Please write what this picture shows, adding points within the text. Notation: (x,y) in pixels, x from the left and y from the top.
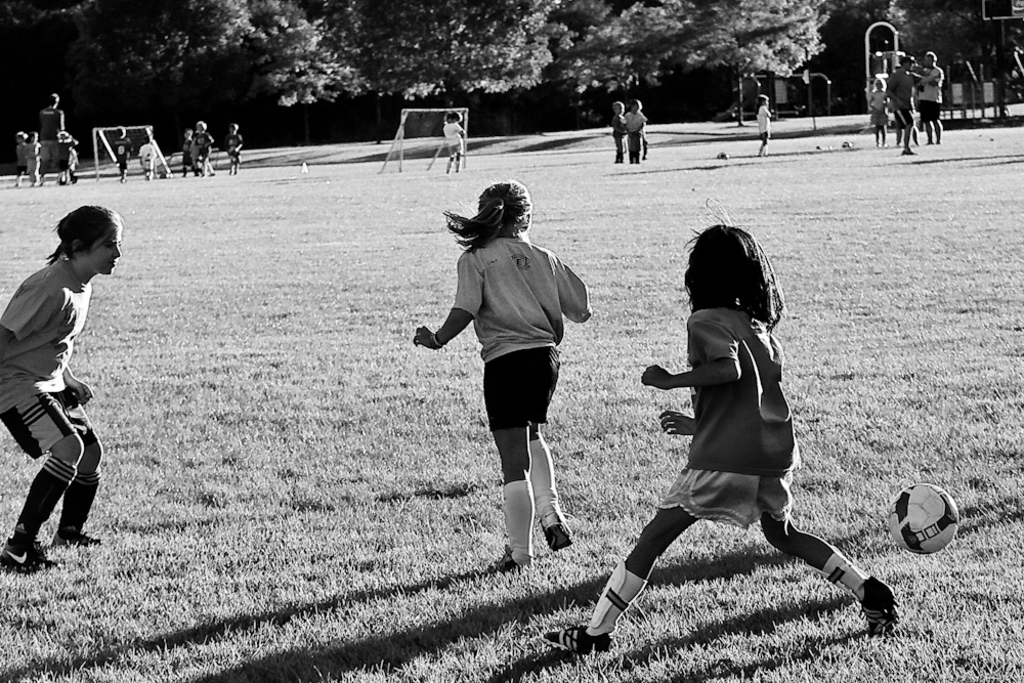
This image is taken outdoors. This image is a black and white image. At the bottom of the image (354,589) there is a ground (315,531) with grass (786,220) on it. At the top of the image (399,97) there are a few trees (715,54). In the middle of the image (536,251) a few kids (26,416) are playing on the ground (891,199).
